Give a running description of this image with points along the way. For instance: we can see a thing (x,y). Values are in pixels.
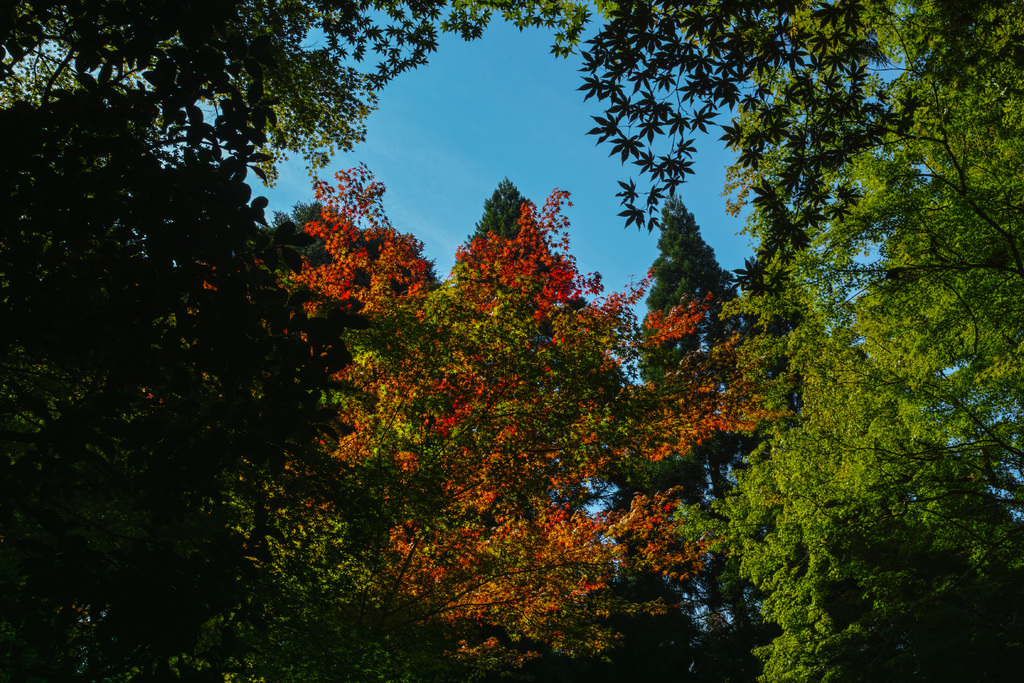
In this image, we can see trees (202,459). Background (711,182) there is the sky (411,180).
